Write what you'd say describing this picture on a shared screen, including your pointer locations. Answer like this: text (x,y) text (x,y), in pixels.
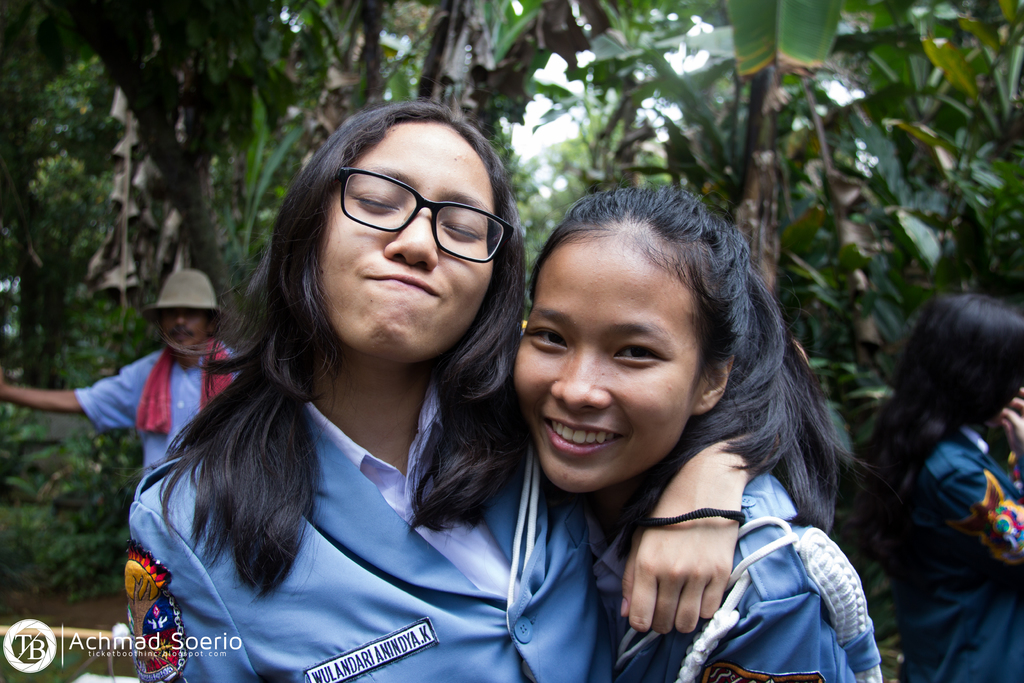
A girl (421,355) is there, she wore spectacles (447,241) on the right side (845,560) another girl (647,460) is laughing, behind them there are banana trees (657,54).
